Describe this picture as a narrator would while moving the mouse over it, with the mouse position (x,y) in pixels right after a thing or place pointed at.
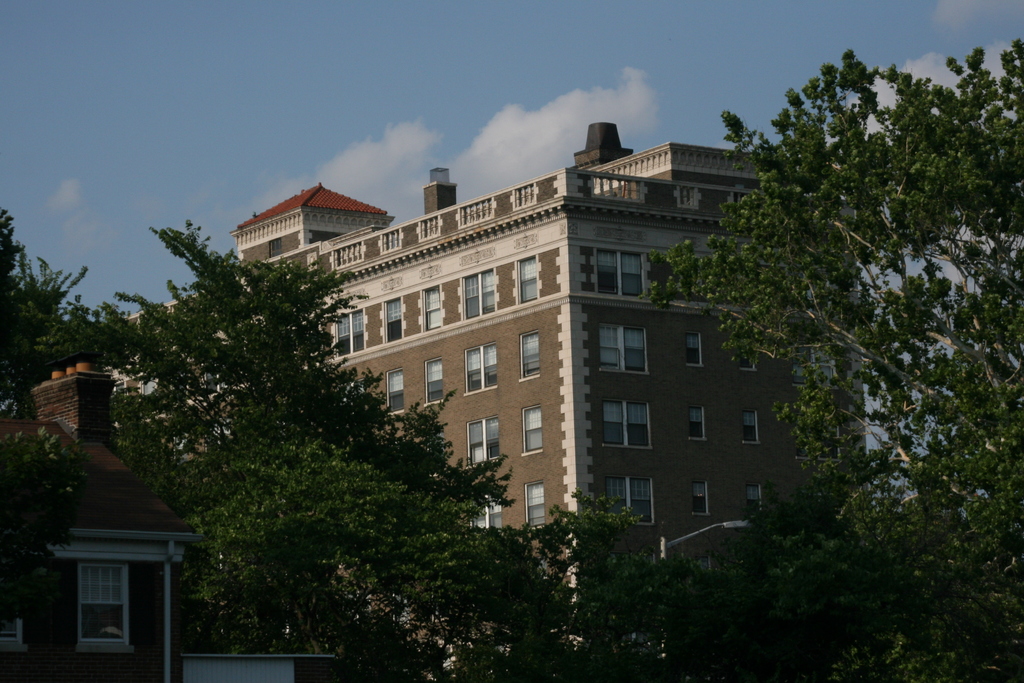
This image consists of buildings (452,422) along with windows (632,430). On the left (210,487) and right, there are trees (34,346). At the top (371,111), there is sky (371,111).
